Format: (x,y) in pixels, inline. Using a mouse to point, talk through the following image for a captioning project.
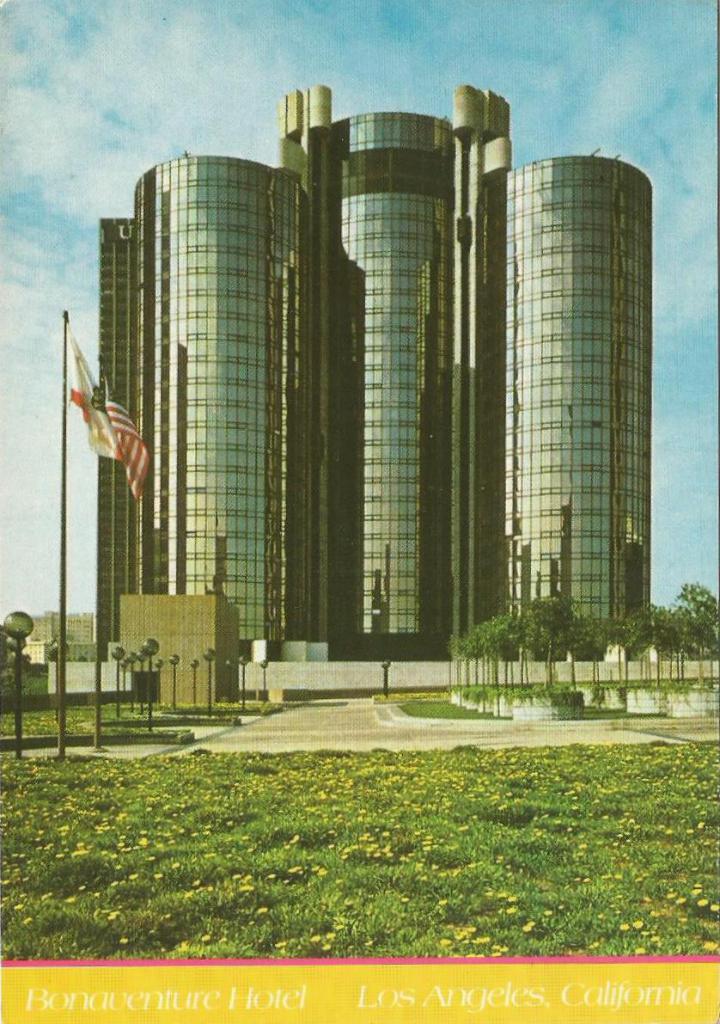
In the foreground of this image (518,977), on the bottom (376,901), there are flowers (435,869) to the grass (417,885) and a text (233,1004). In the background (346,722), there is a pavement (311,721), poles (196,679), flag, trees (515,628), glass building (516,369), sky (393,55) and the cloud (209,56).
